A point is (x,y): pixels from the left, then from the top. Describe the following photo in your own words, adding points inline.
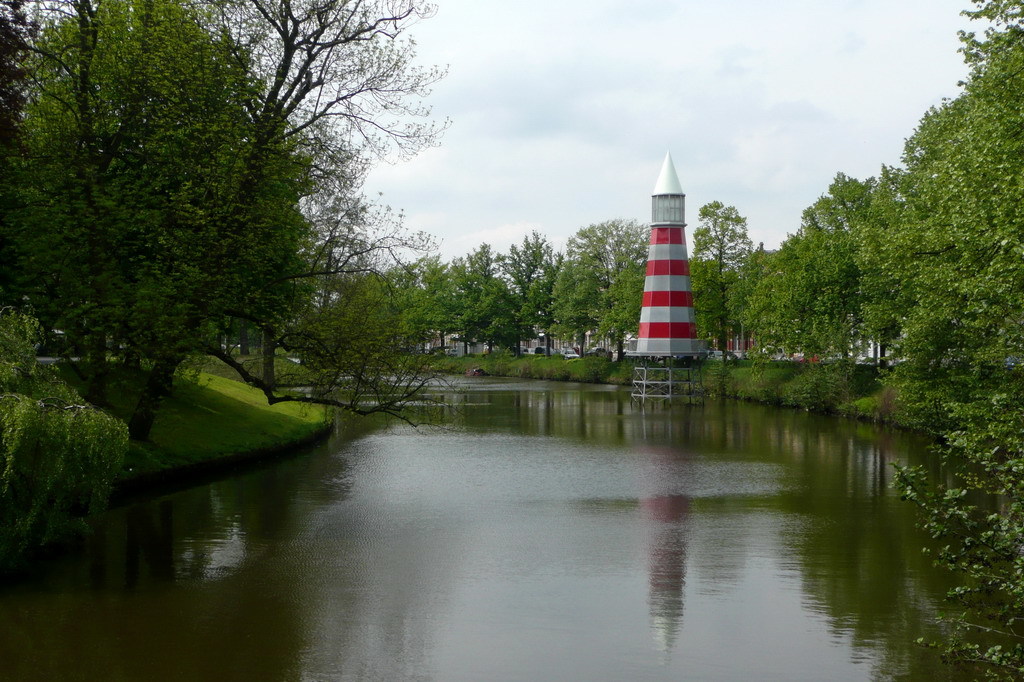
In the image there is a water surface (356,454), around that there are trees (208,326), grass (713,371) and there is a lighthouse (662,320) on the right side (693,359).
